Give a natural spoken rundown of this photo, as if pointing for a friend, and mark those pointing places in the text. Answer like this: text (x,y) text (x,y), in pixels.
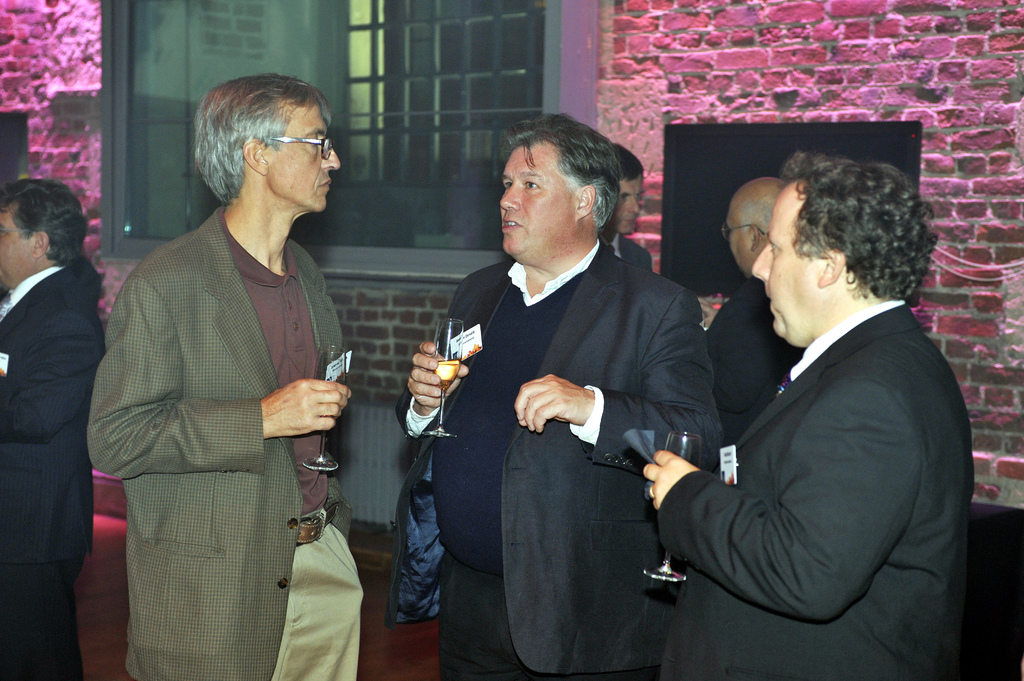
On the left side (14,308), there is a person (31,281) in a suit (62,309), standing. Beside him, there are three persons (792,386) in suits (209,290), holding glasses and standing. In the background (973,395), there are other persons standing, there is a brick wall (748,24) and there are monitors (781,148).
